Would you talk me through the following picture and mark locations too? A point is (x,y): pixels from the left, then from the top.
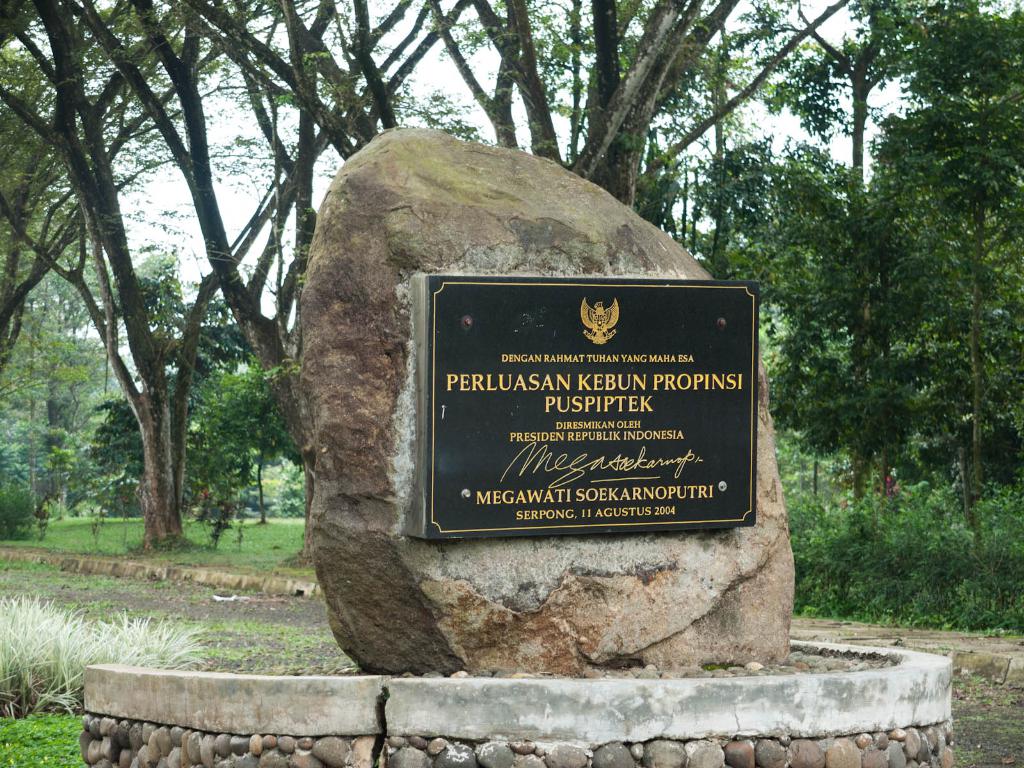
In the middle (411,305) a board (418,299) is there in a stone (404,364) and it is carved. Behind this stone (363,280) there are trees (241,41).
